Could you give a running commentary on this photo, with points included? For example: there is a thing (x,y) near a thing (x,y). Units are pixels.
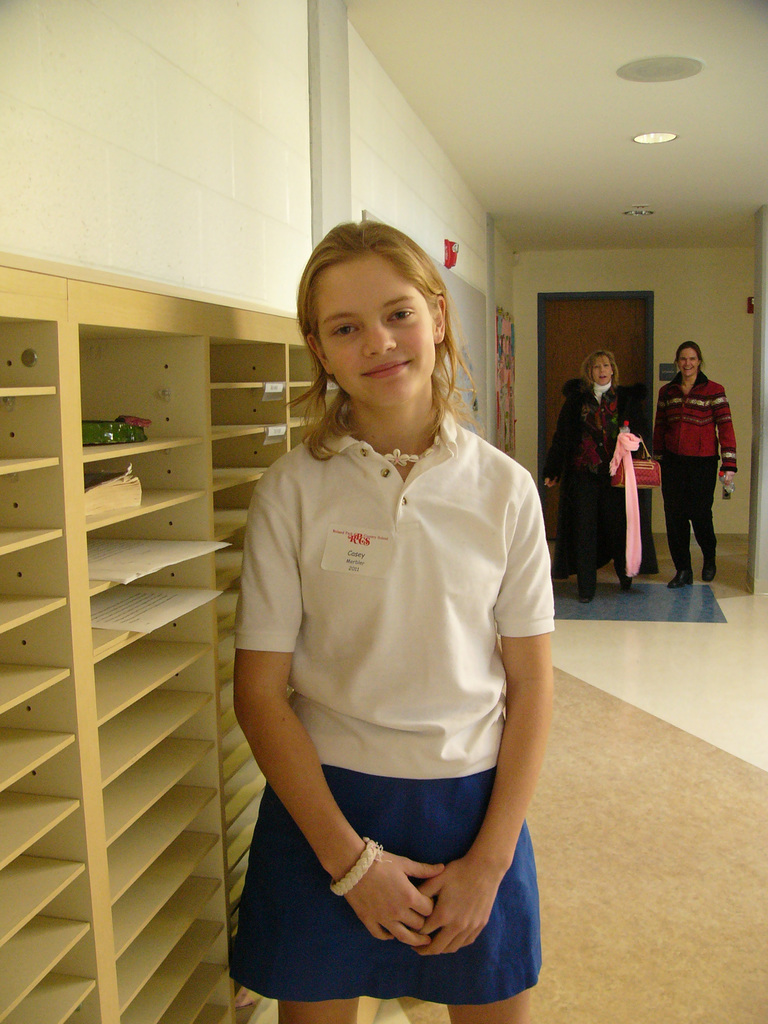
In this picture I can see a girl (486,520) standing and there are few papers (144,571) and a book (131,505) on the shelves (62,892) and I can see couple of them standing in the back (595,398) and a light (650,138) to the ceiling (658,157) and looks like a board (461,369) to the wall (354,199) on the left side of the picture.
